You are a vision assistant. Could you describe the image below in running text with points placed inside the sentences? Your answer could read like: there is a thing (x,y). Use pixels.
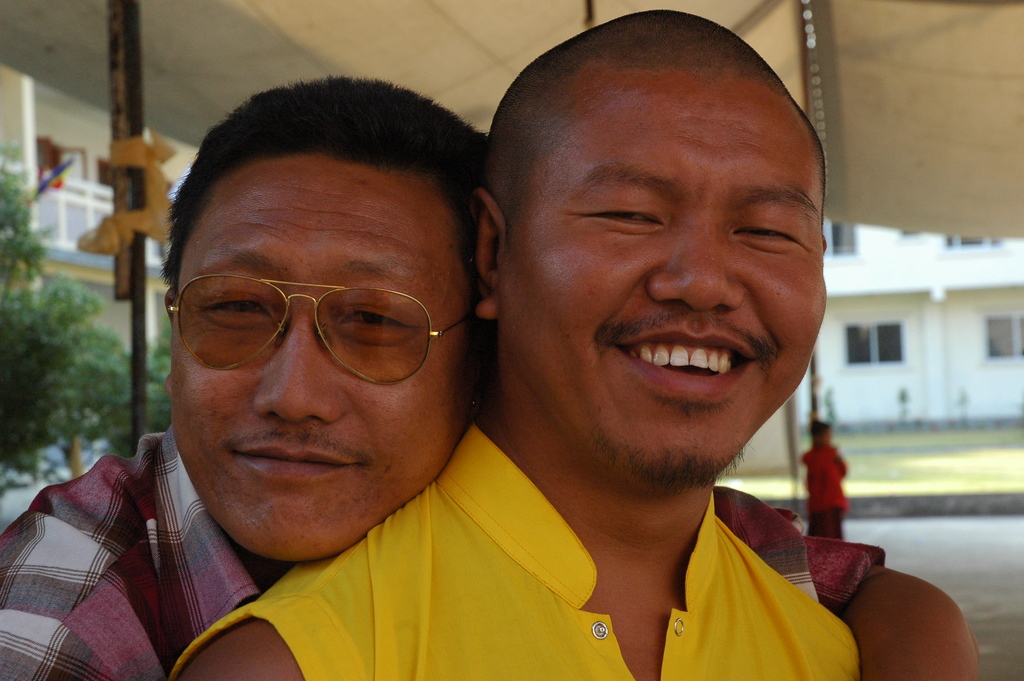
There are two persons (464,429). Person (242,453) on the left (254,412) is wearing a specs (325,328). In the background (885,319) there is a building (910,332) with windows (877,333). Also there are trees (70,332).
